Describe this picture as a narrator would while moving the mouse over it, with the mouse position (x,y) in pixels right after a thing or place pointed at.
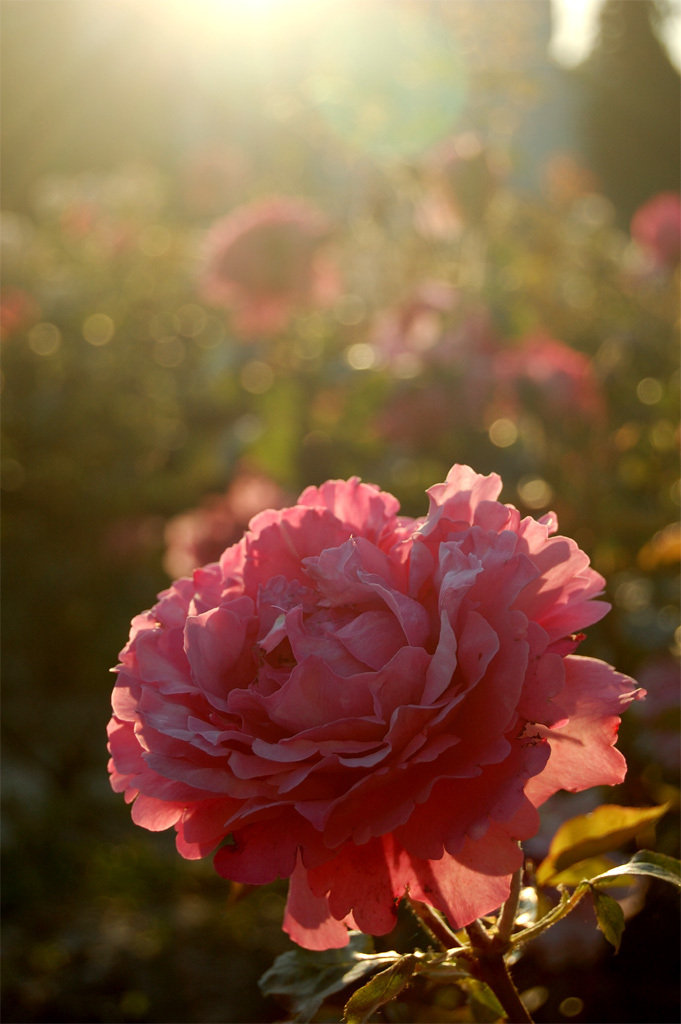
In this picture we see a pink rose flower (294,798) with green leaves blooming in the sunlight (317,38).
